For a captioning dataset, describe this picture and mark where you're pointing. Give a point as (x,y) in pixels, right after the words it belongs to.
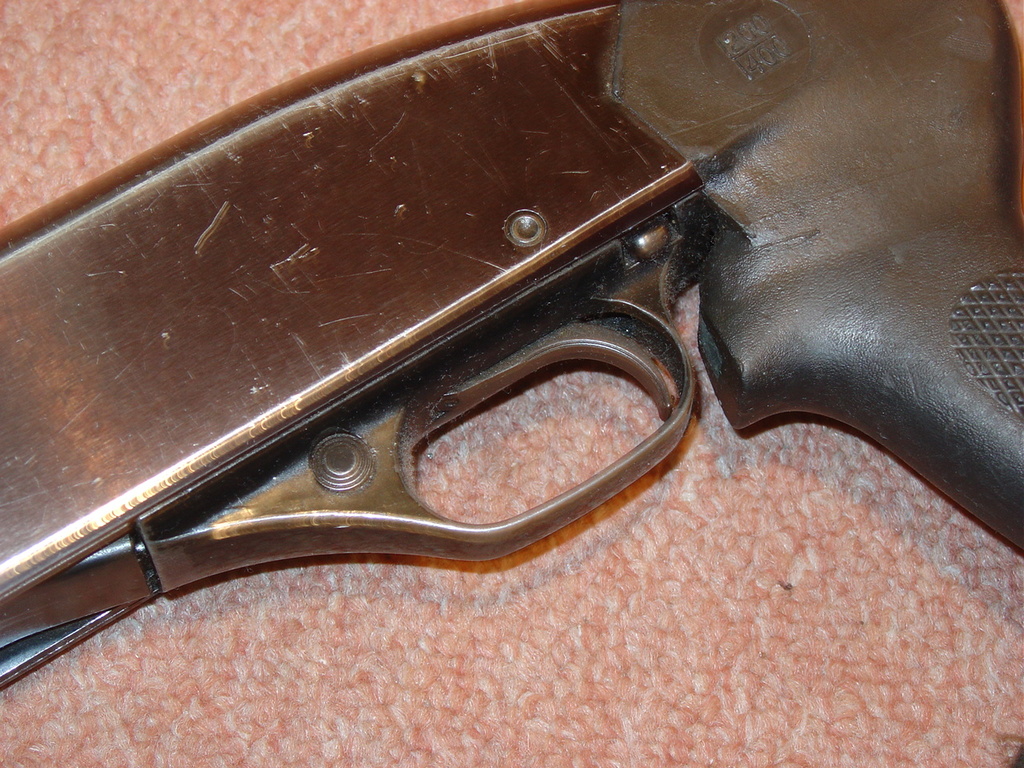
In this picture we can see a weapon (105,458) on an object (623,624).
